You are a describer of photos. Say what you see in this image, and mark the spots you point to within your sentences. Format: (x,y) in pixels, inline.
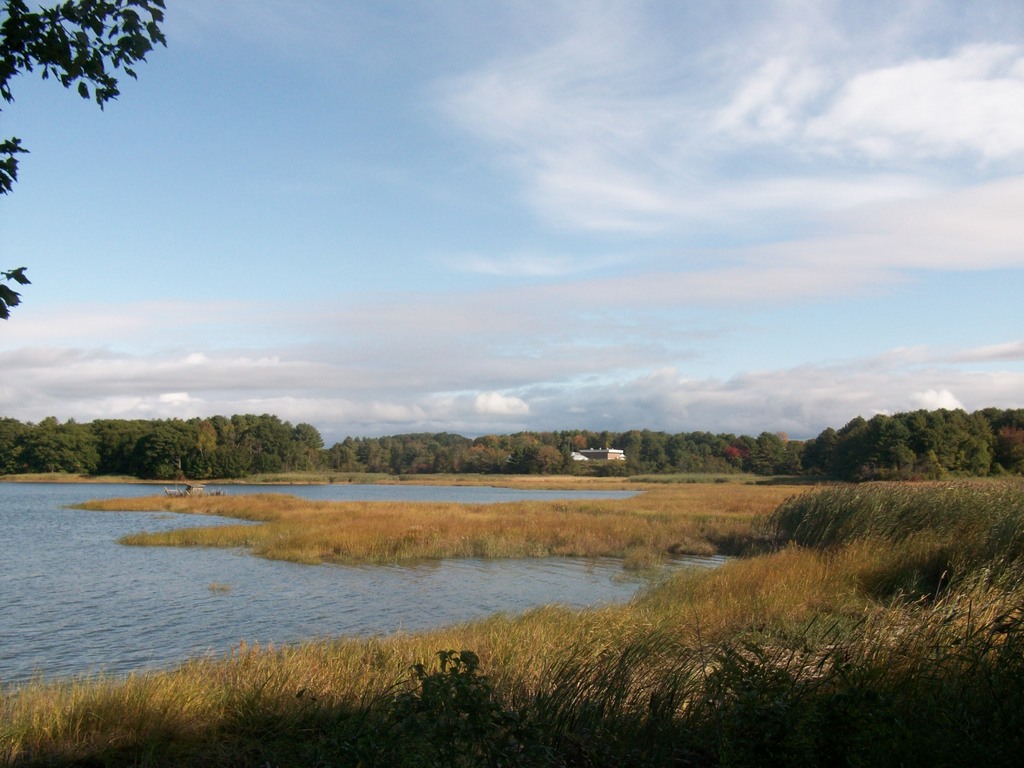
In this image, we can see some grass (833,539), plants (901,518), trees (359,459). We can see an object (621,455) and the sky (494,233) with clouds (548,108). We can also see some water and some leaves (55,20) on the left (157,30).
